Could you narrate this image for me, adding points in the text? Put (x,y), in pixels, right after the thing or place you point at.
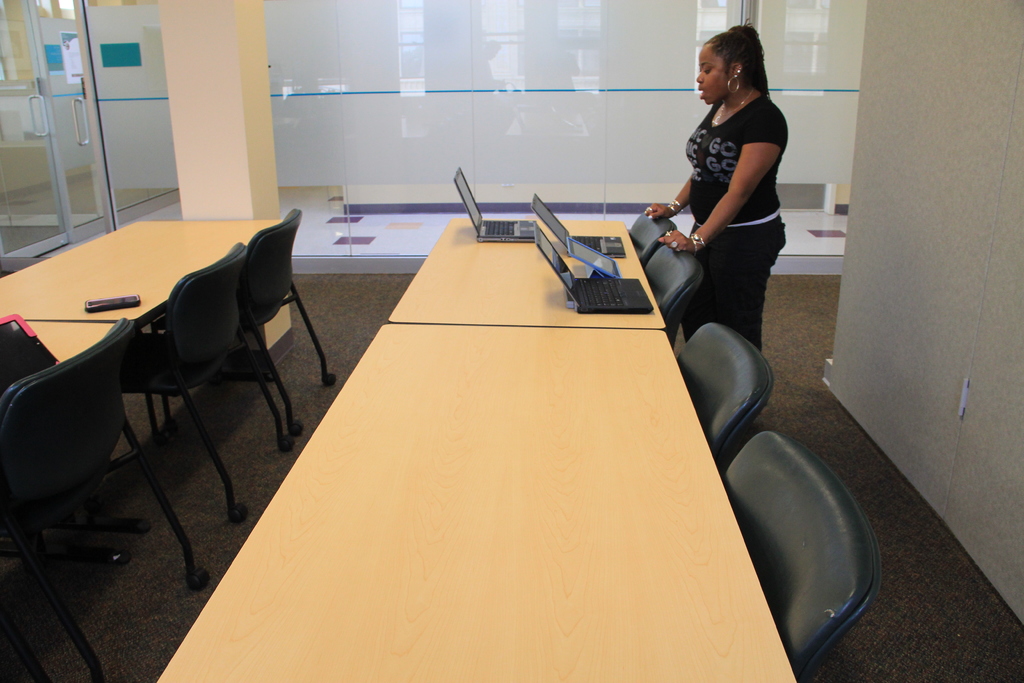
There is a woman (707,301) standing on the right side (702,320). This is a table (438,503) where laptops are kept on it. These are chairs (286,256) and this is a door (62,106) to enter into the room (59,143).
